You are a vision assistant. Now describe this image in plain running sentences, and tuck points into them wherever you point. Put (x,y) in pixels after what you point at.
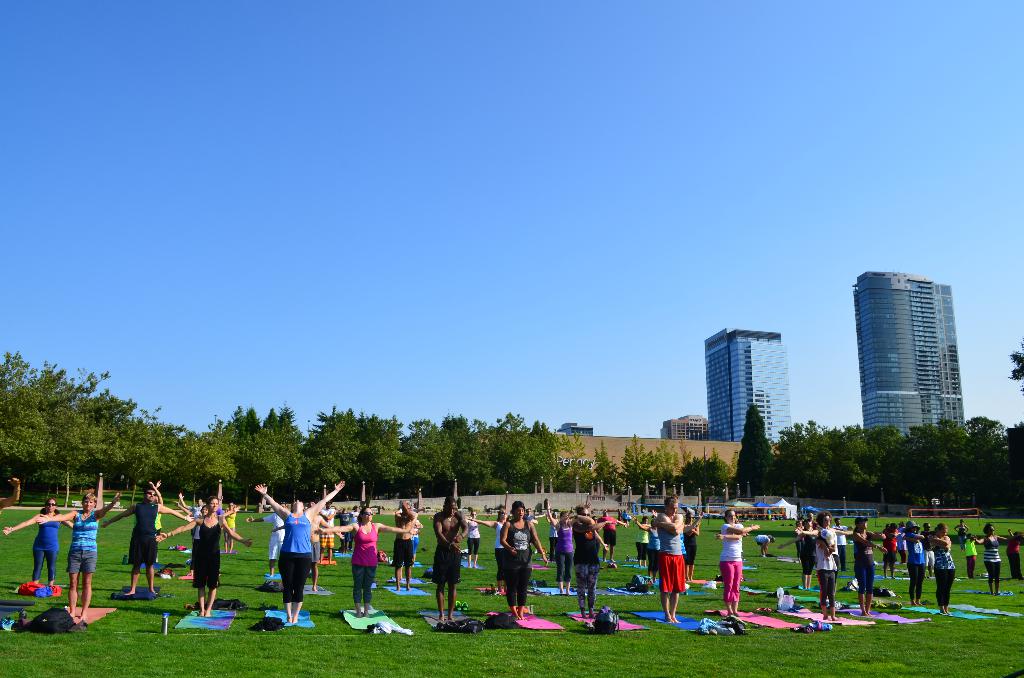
In this image I can see group of people (443,563) are standing on mats (187,621). In the background (390,492) I can see trees (607,475), buildings (719,436) and the sky (475,255). Here I can see the grass (511,647) and other objects (736,626) on the ground (586,642).
